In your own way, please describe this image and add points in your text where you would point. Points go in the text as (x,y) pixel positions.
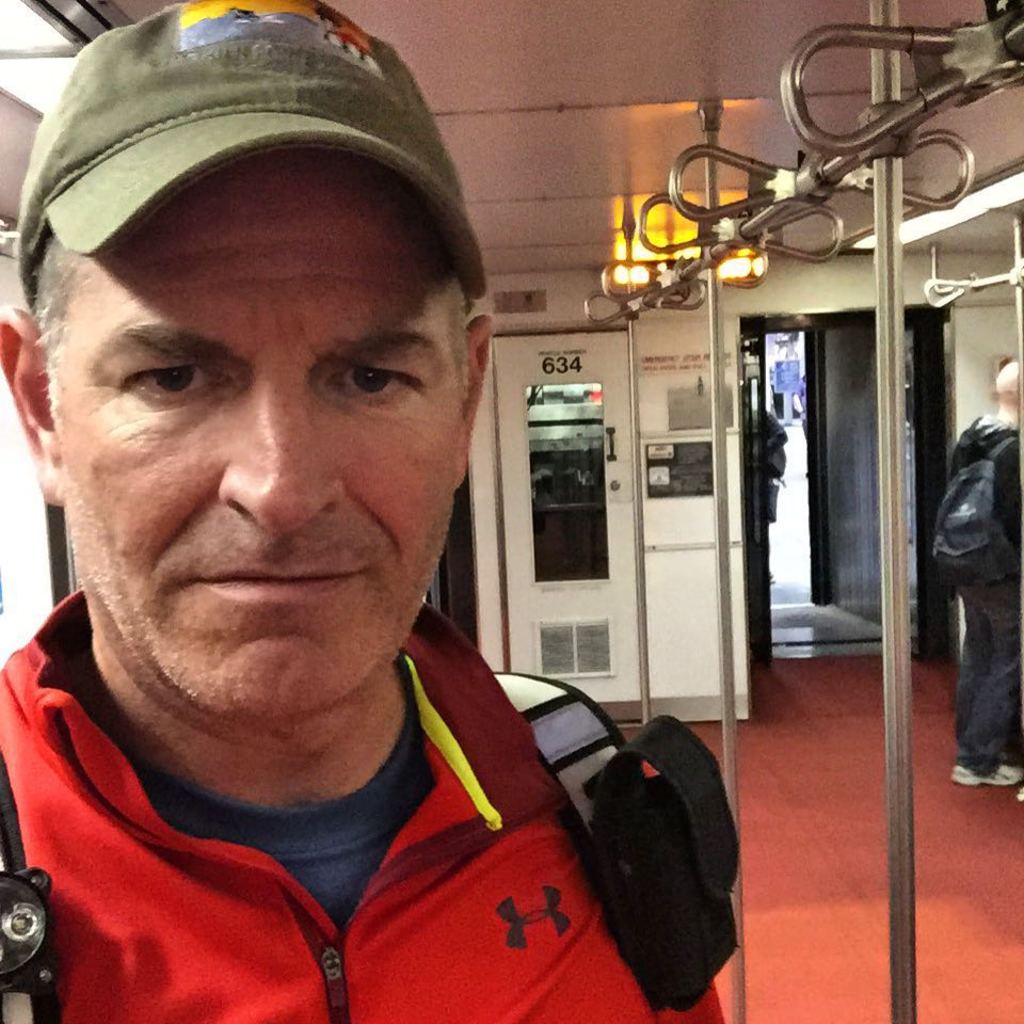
In the center of the image (363,612) there is a person (592,1003) wearing a backpack (578,701) and a cap (263,60). In the background of the image (992,698) there is another person (999,709).
